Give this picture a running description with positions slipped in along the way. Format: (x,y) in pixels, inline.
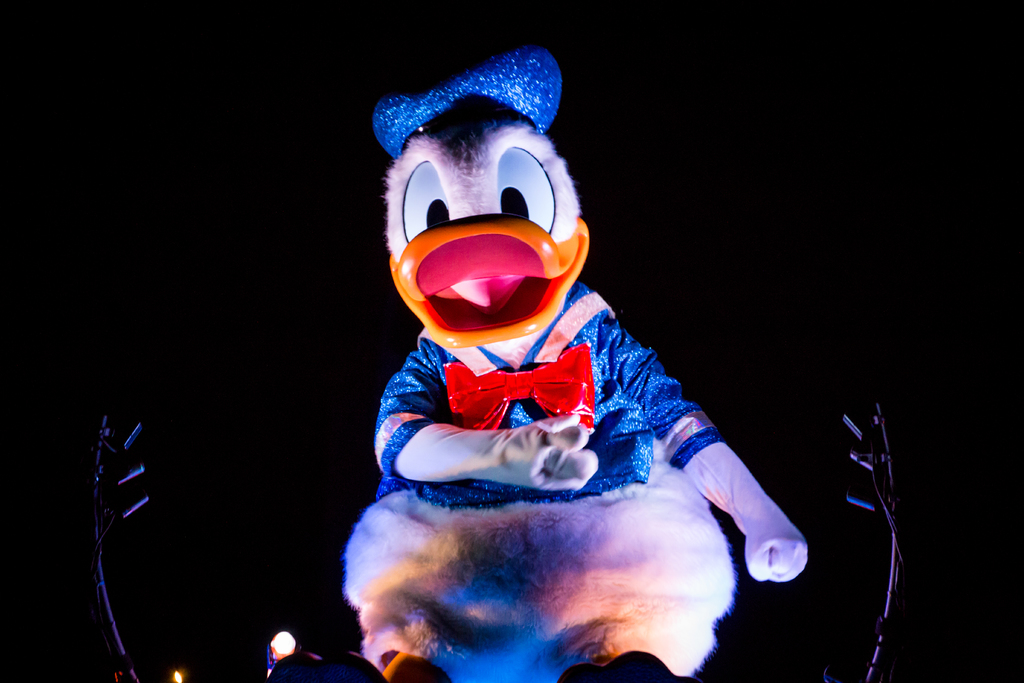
In this image at the center (541,422) there is a donald duck doll (532,438). Beside the doll (386,582) there are lights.
